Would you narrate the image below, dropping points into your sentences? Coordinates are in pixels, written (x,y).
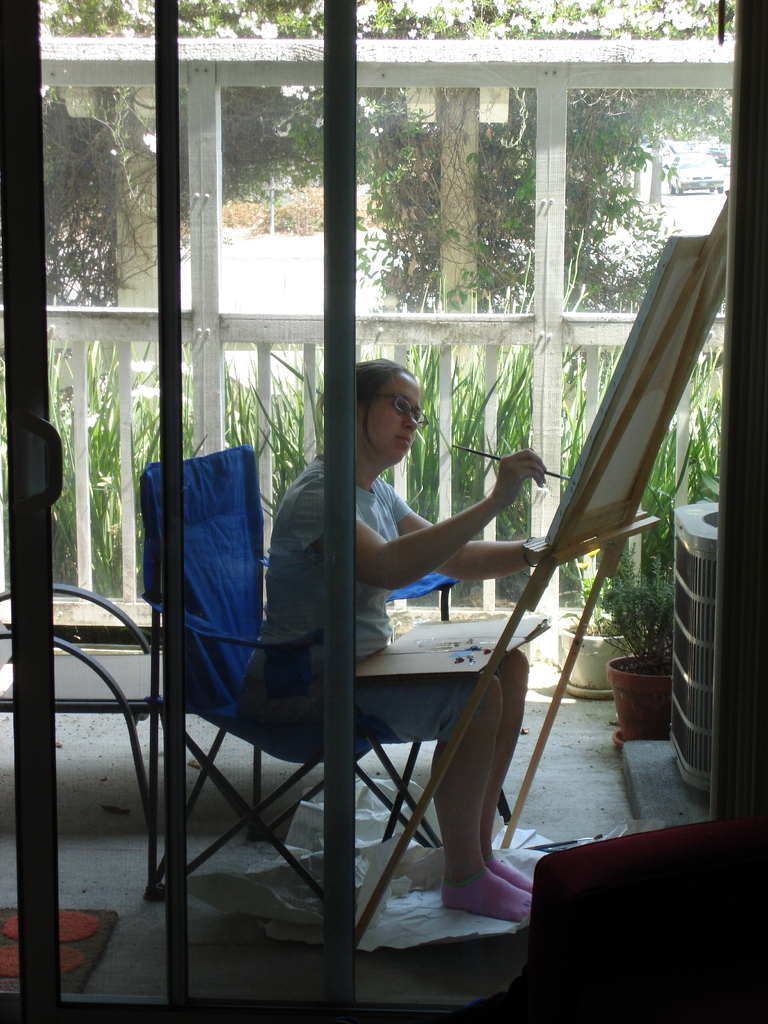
In this image there is a glass door (326,527), behind there is a lady (367,537) sitting on one of the chairs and painting on the chart (617,419), a fence (596,403), grass (583,396), a few trees (624,169), a vehicle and a sign board (273,225).
